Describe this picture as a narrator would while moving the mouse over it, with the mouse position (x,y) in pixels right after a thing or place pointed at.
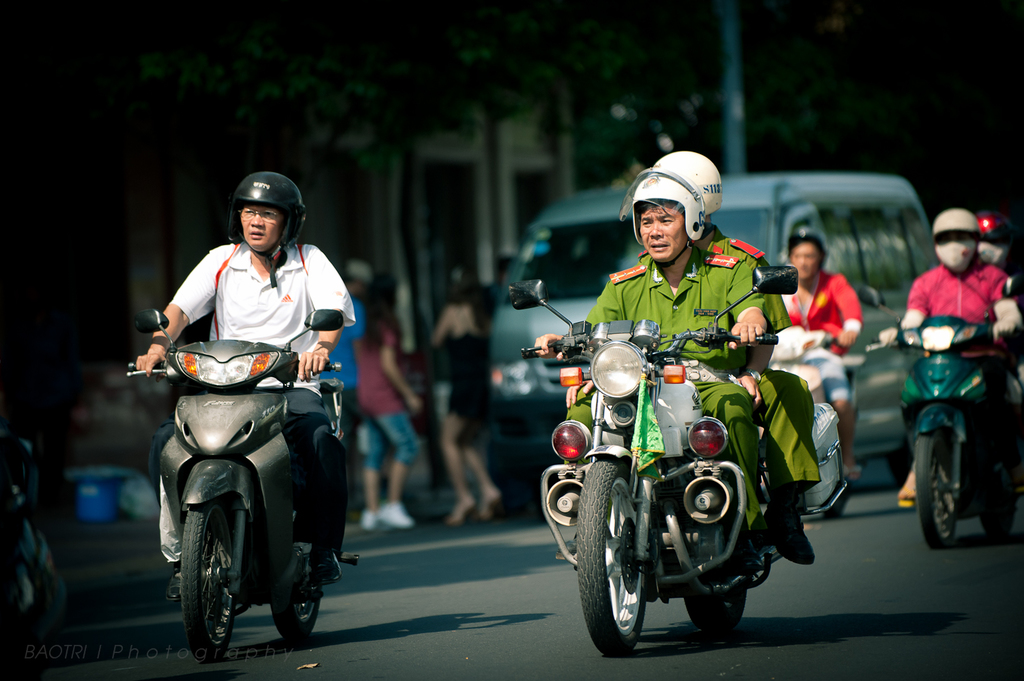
In this picture there is a man (263,315) who is wearing a white shirt (250,303) and a helmet (263,198) on his head (251,207) and is riding a scooter (240,487). There is also another man (685,316) who is in the green and wearing a helmet (671,186) on his head (655,219) riding a motor bike (595,511). There is another man (733,248) sitting at the back of him. There is a vehicle (587,280) at the background (557,229). There is a tree (432,69) and a pole (737,94) at the background (701,120). There are two girls (482,373) who are standing on the road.
